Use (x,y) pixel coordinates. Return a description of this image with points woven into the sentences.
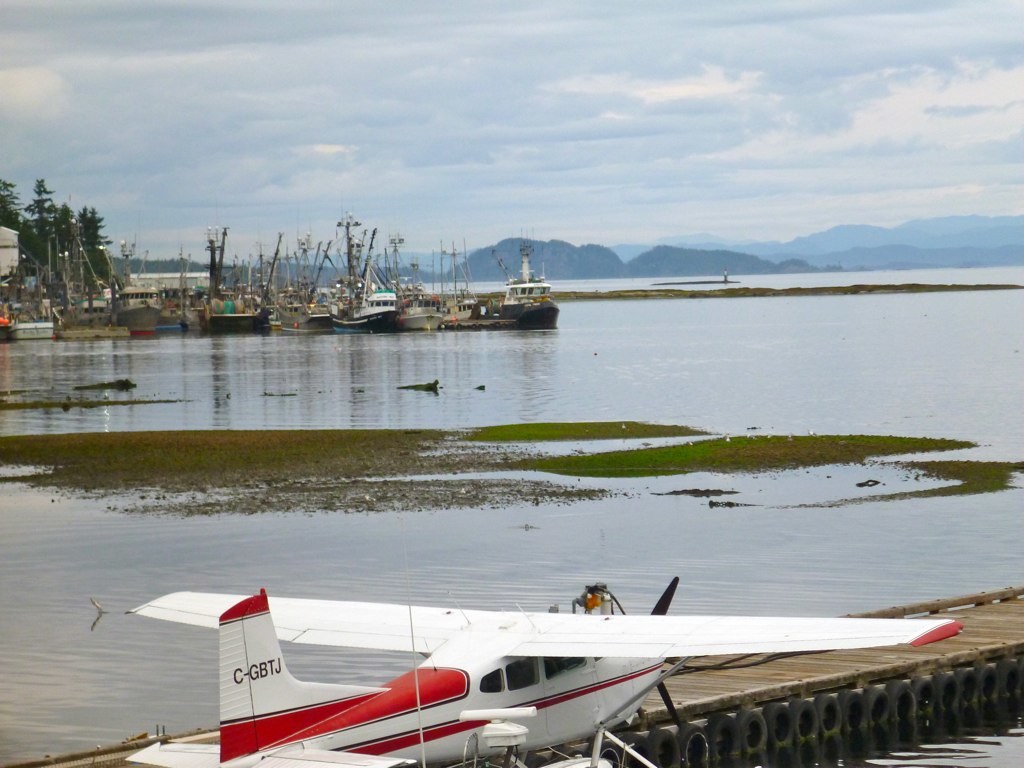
There is water (513,395). At the bottom of the image (527,643) there is a flight (380,708) and a deck (822,664) with tires (863,704). In the background (289,319) there are many boats (275,314) on the water (490,355). Also there are trees (90,232), hills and sky (427,166).
